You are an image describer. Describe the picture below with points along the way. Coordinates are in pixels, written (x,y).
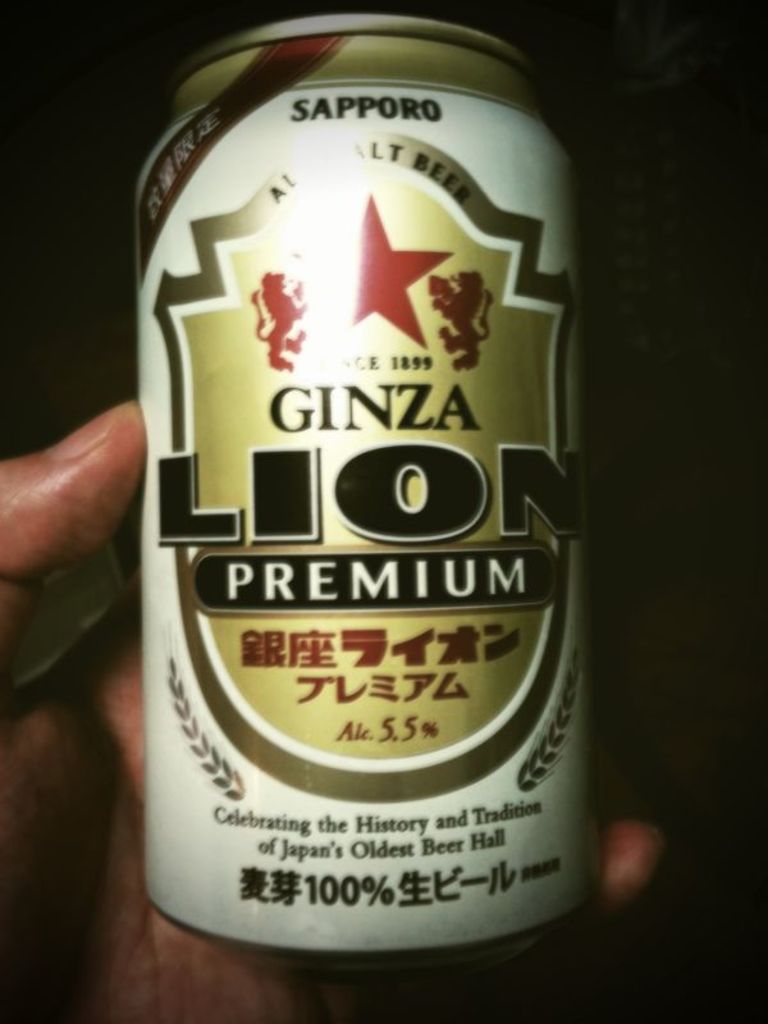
In this picture we can see a can (336,434) in the hand (172,983) of a person (638,852). There is some text (453,636), numbers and images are visible on this can (327,299). The background (23,400) is dark.
